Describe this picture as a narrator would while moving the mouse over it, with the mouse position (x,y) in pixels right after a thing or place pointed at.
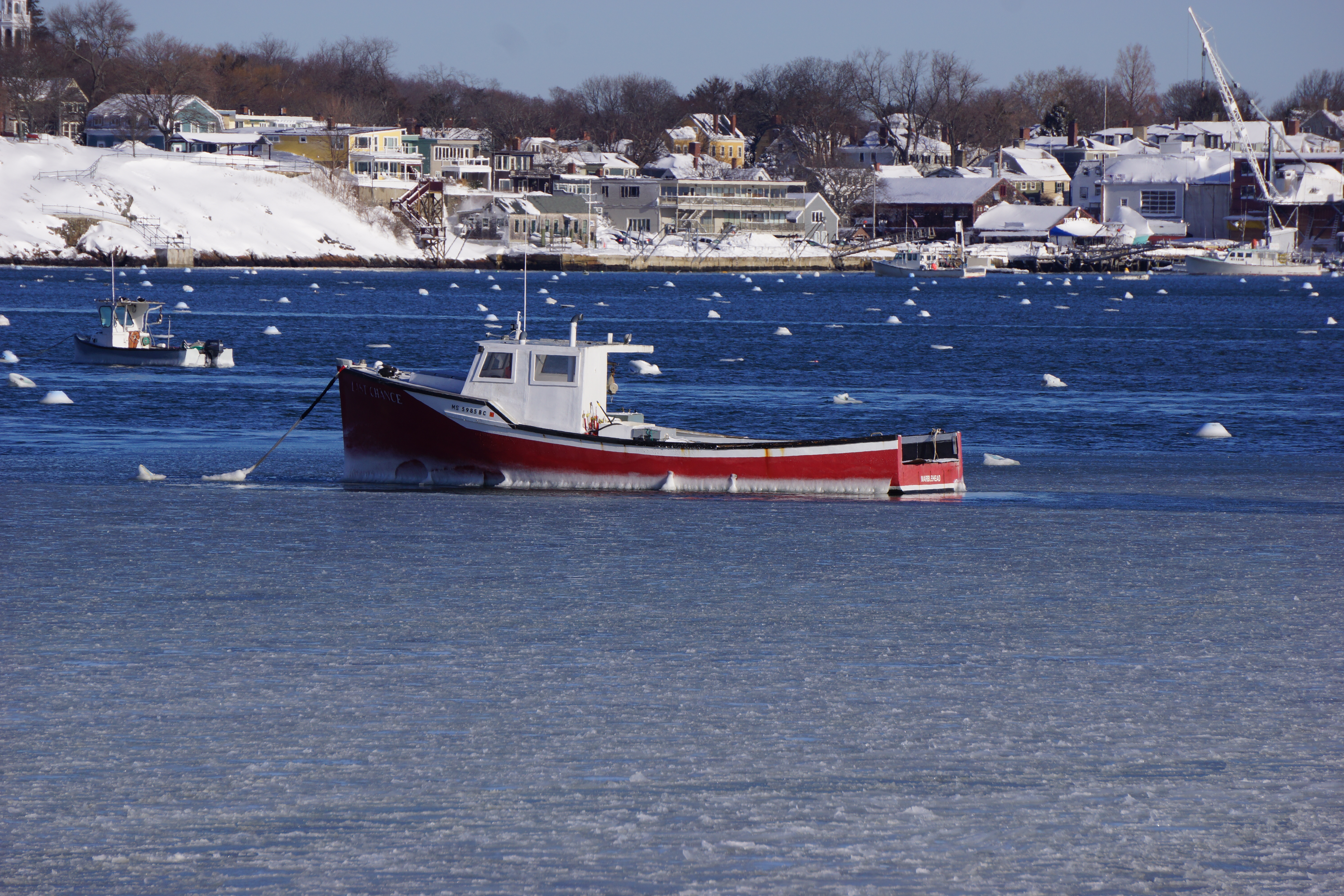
In this image, we can see boats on the water (427,560) and in the background (562,143), there are buildings (803,194), trees (1050,127), poles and there is snow (283,195). At the top (532,66), there is the sky (515,47).
